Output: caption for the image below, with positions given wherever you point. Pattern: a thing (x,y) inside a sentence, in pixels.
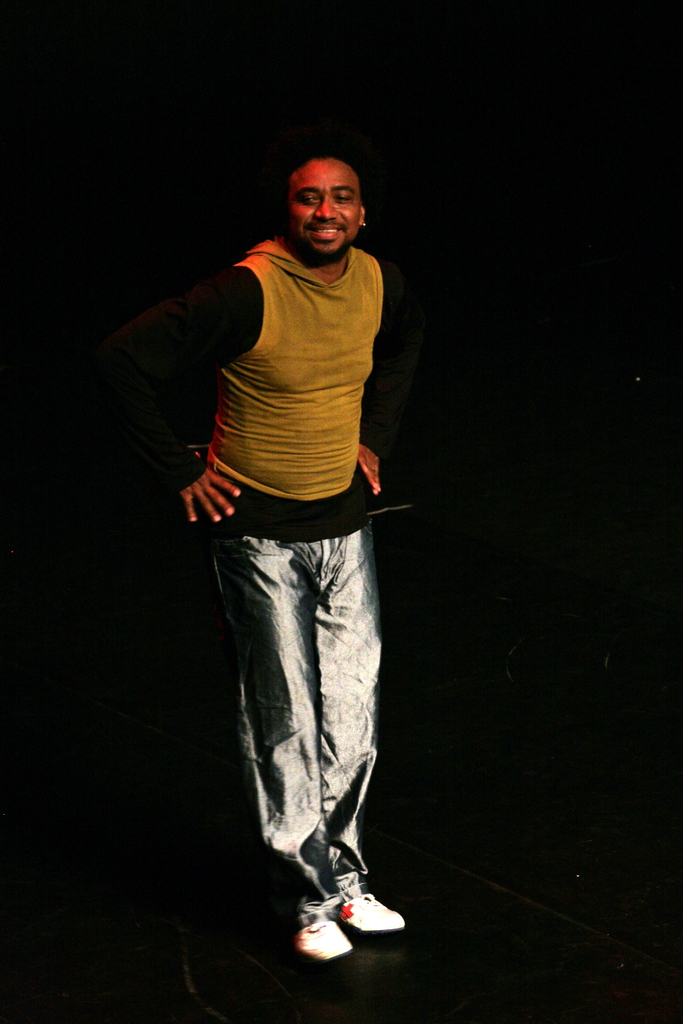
In the middle of this image (350,572), there is a person (356,331) in a T-shirt (354,313), smiling and doing a performance on a stage (388,975). And the background (45,6) is dark in color.
